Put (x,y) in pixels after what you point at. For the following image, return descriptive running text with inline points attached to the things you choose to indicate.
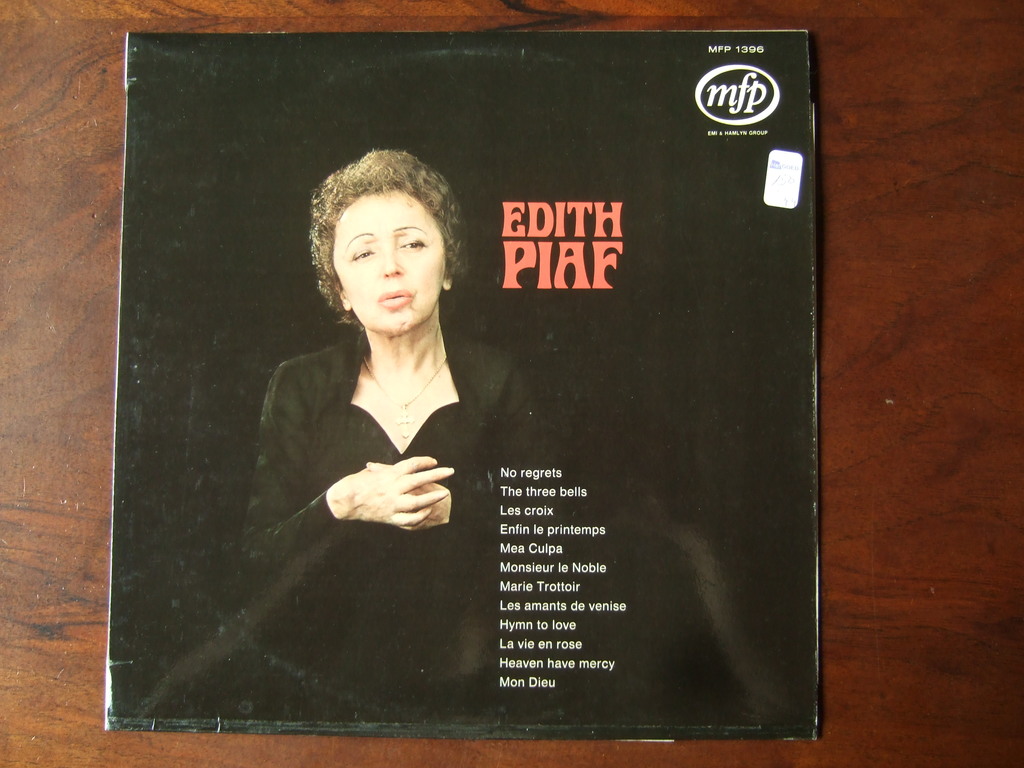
In this picture I can see a photo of a woman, there are words (522,478), logo (756,87), numbers (756,49) and a sticker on the pamphlet (262,251), which is on the wooden board (900,31).
